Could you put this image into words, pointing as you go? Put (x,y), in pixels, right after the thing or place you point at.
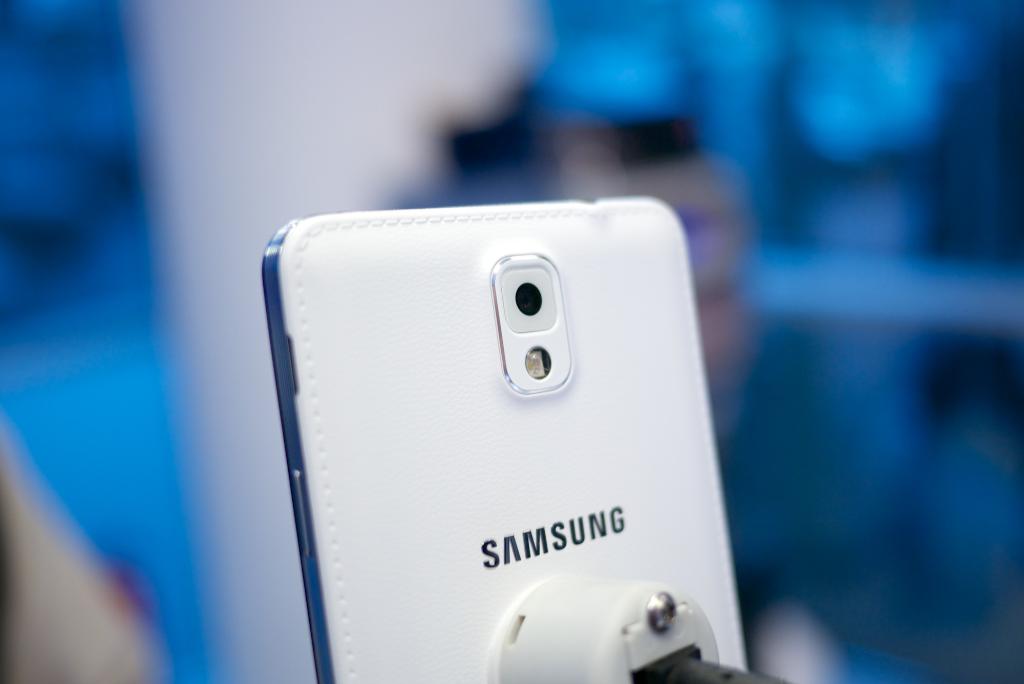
In this picture we can see a mobile (355,574) and in the background (119,265) we can see some objects (669,42) and it is blurry.
